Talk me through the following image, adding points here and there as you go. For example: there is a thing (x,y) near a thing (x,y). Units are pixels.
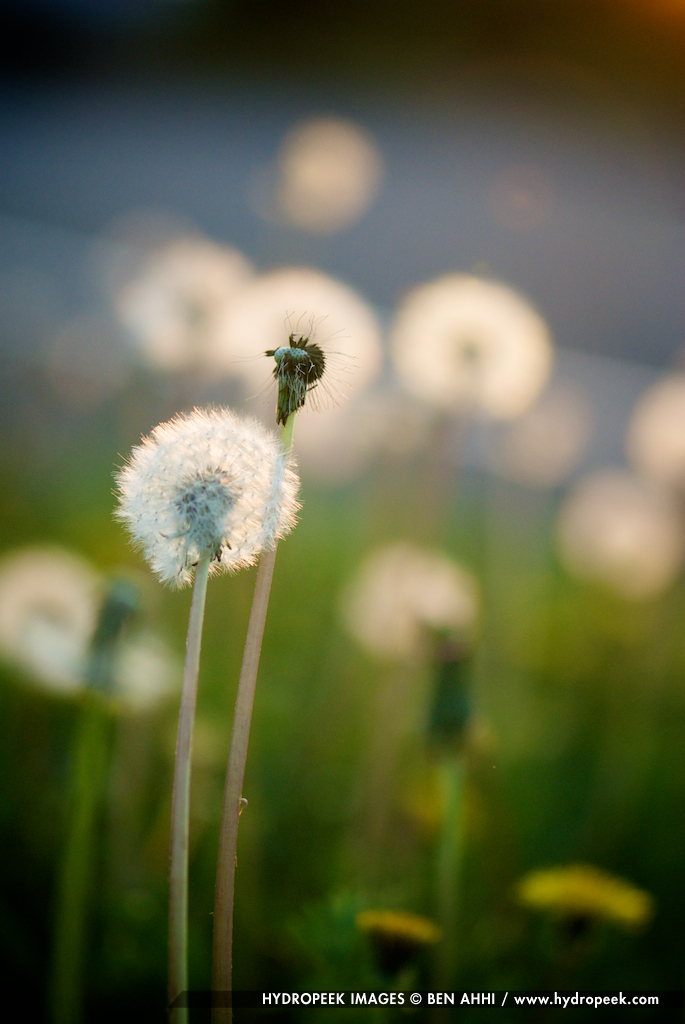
In this image we can see flowers (496,414).
